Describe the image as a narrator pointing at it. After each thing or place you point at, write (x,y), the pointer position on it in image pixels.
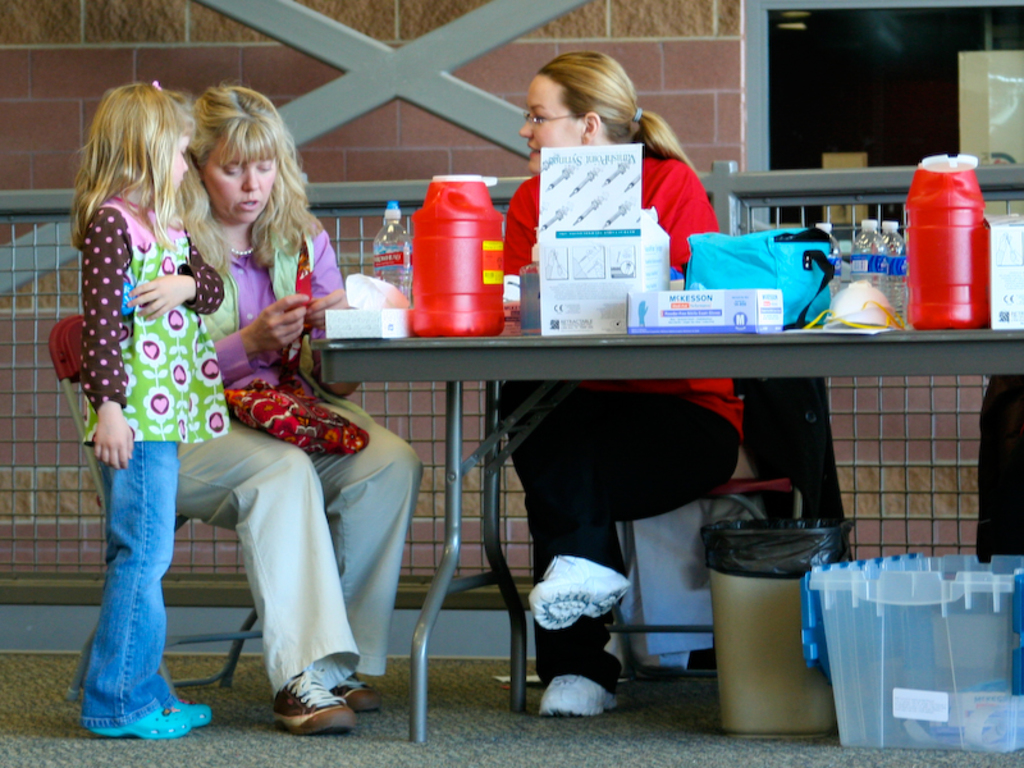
A woman (554,60) is sitting at a table (512,380) with some medicines (512,299) and other articles (696,275). Another woman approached her with a girl (143,353).
